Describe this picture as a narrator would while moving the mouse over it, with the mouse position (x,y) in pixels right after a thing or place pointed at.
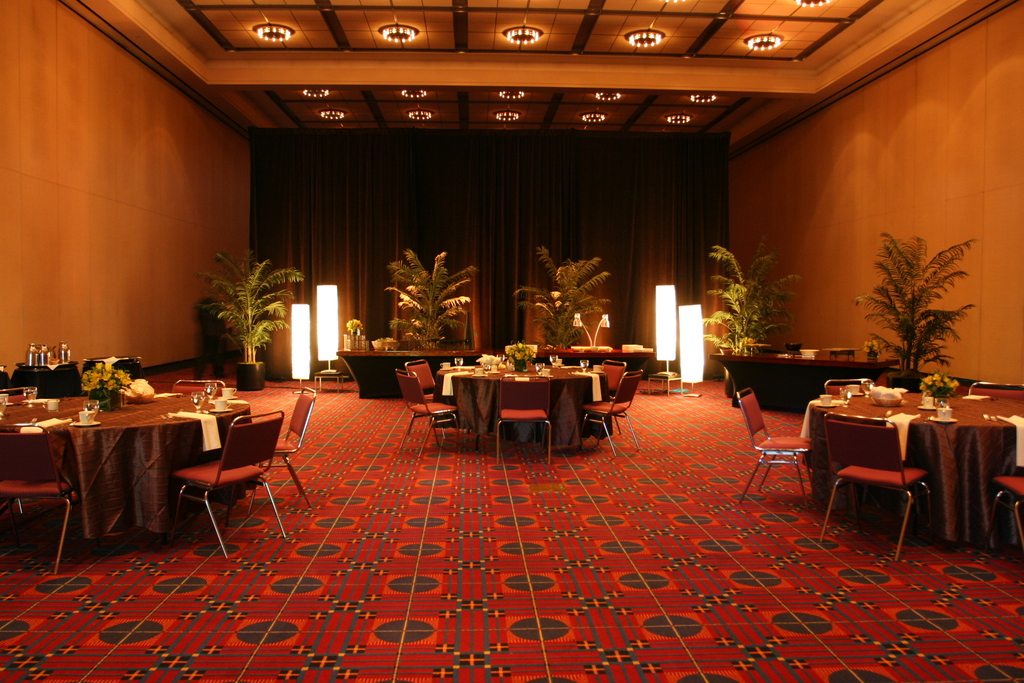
In the image we can see some chairs (68,503) and tables (971,407), on the tables (992,496) there are some glasses (1,395) and plates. Behind the table (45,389) there are some plants (749,332) and lights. Top of the image (796,6) there is roof (942,11) and lights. Top left side of the image (145,123) there is a wall (195,291). Top right side of the image (1005,36) there is a wall (959,369).
